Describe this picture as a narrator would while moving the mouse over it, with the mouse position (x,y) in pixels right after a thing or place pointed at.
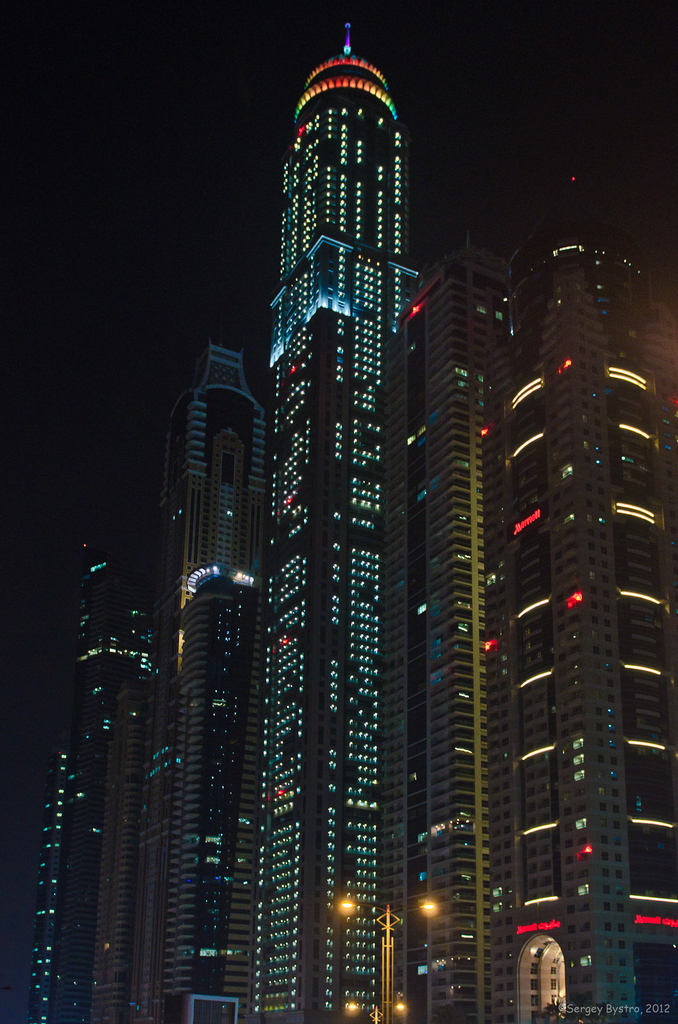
In this image, I can see lot of buildings (267,990) and lights (577,824) on it and down here there are street lights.
